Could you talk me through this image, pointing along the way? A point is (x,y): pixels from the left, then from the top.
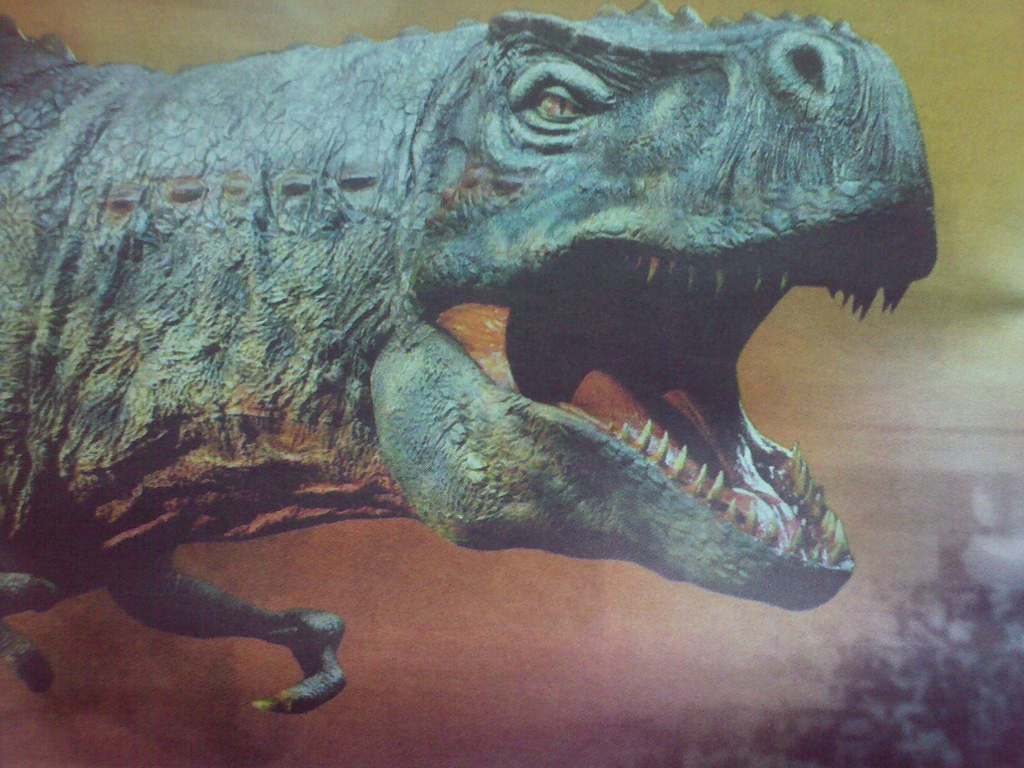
There is an image of a dinosaur (522,388).
